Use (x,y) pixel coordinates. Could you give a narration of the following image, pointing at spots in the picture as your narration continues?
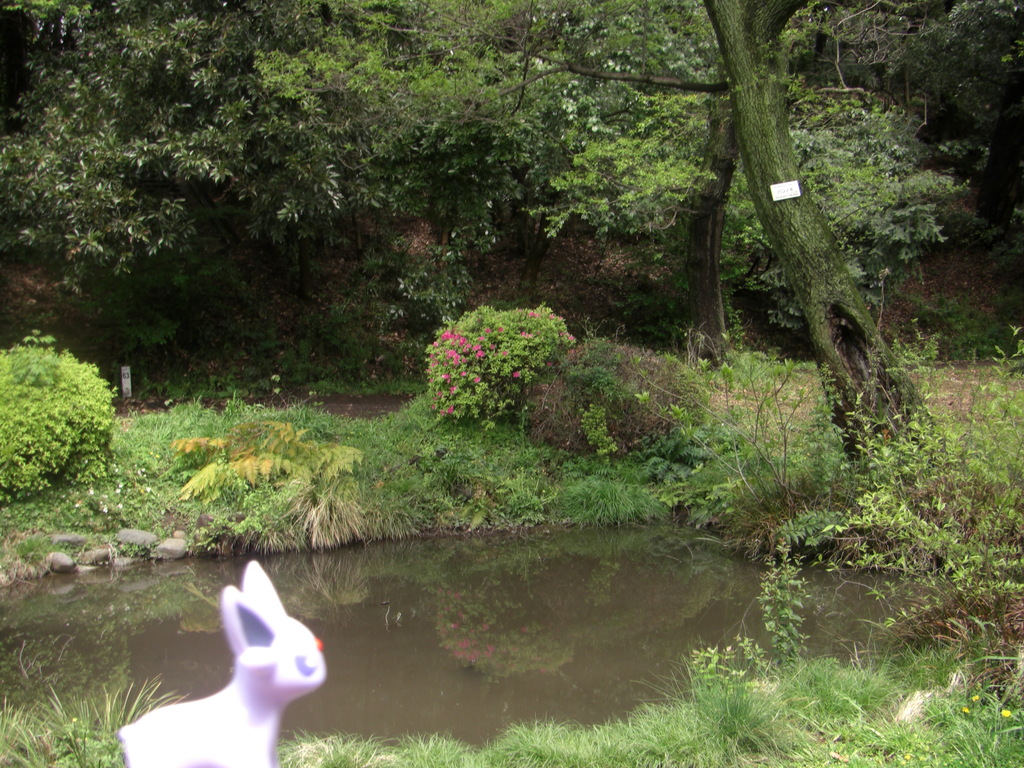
There is a toy (235,693), grass (986,688), water (609,616), floral plants (499,365) and trees (50,136).
